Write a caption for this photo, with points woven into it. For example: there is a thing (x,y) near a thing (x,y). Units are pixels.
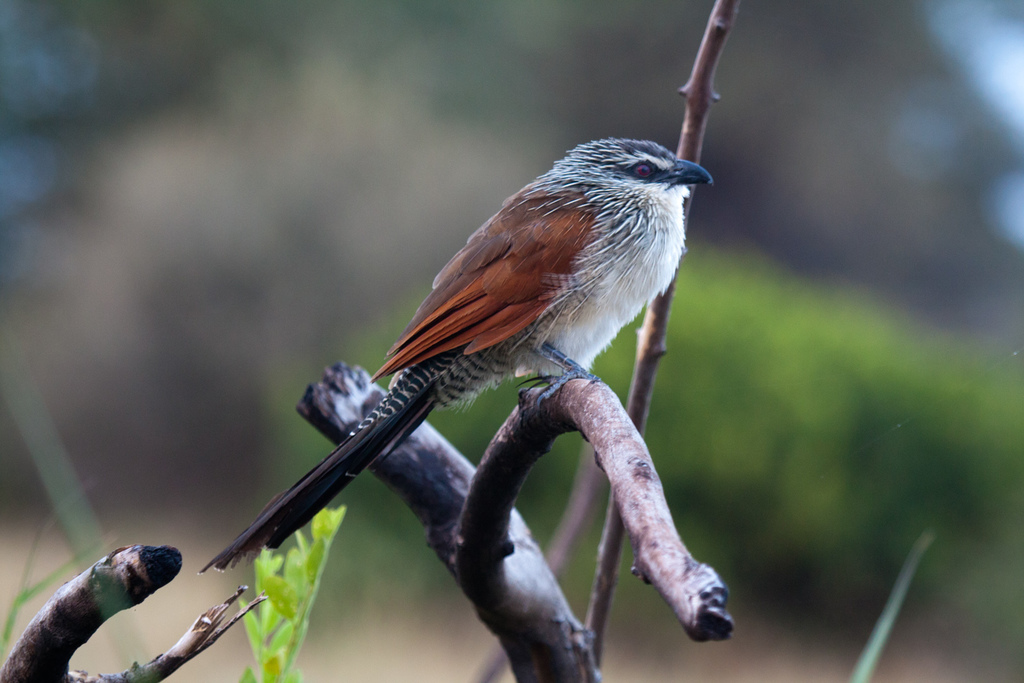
In the center of the image (509,342), we can see a bird (501,359) on the branch (495,629) and there are leaves (312,567) and the background (701,415) is blurry.
